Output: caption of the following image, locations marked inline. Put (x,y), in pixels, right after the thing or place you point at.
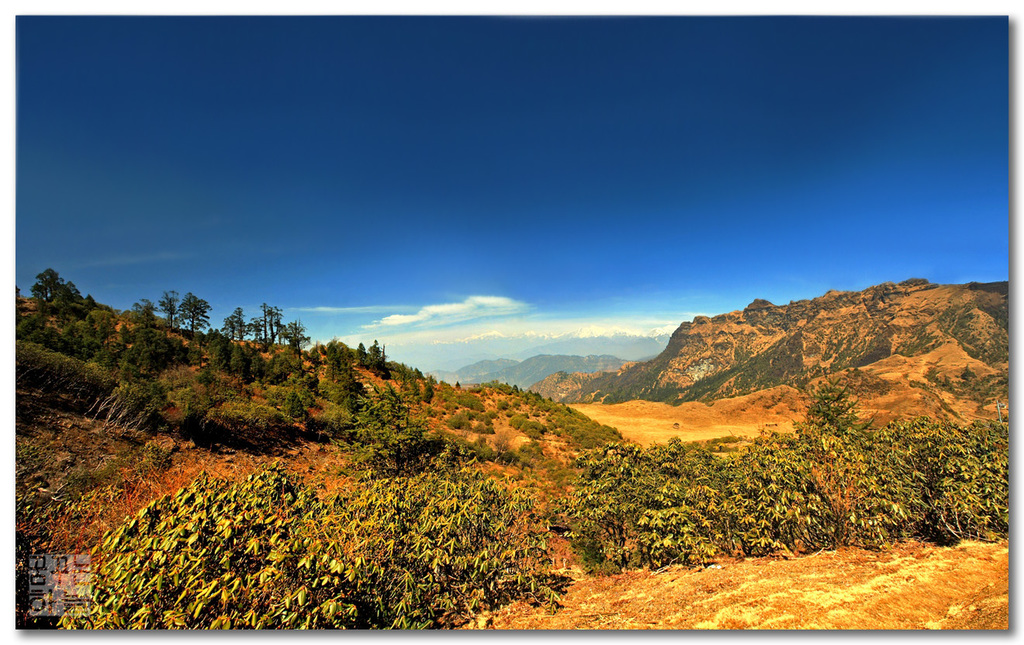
In this image, we can see some trees (356,442) and plants (454,477). There are hills (499,399) in the middle of the image (465,355). There are clouds (448,306) in the sky (537,306).
